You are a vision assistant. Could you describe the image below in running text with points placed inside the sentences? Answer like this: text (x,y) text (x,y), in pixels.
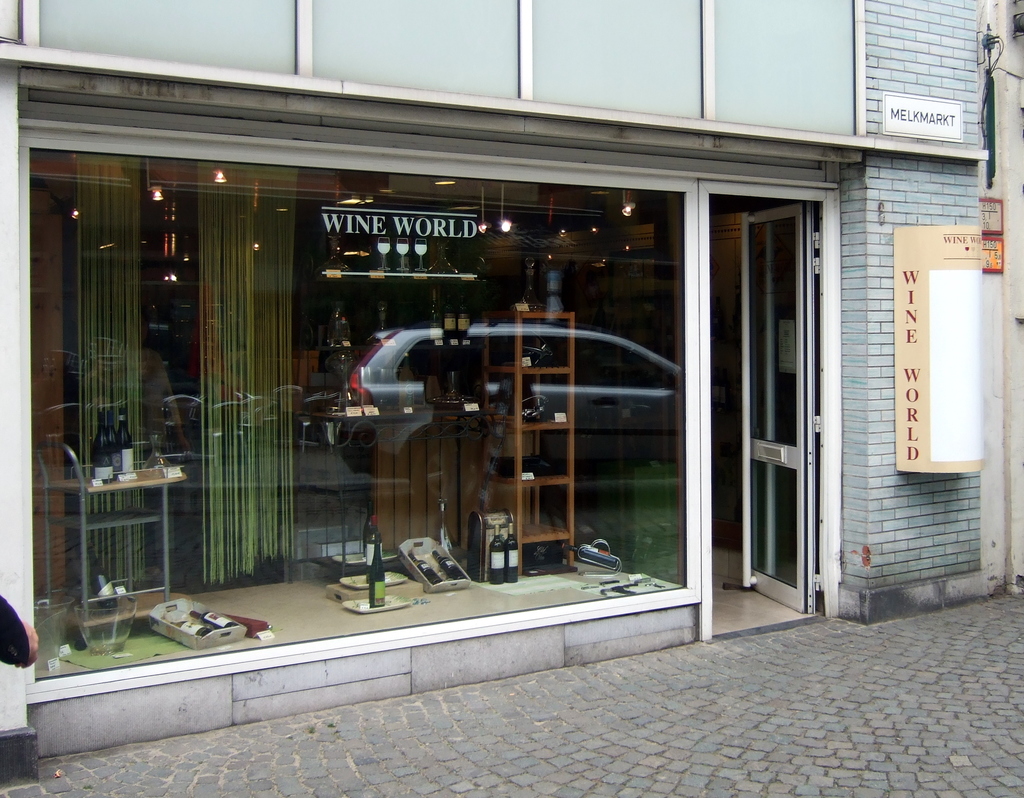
In this image I can see the store (359,426). Inside the store (482,545) I can see few bottles (512,546) and few wooden objects (451,485). In front (598,332) I can see the glass wall (668,281).
